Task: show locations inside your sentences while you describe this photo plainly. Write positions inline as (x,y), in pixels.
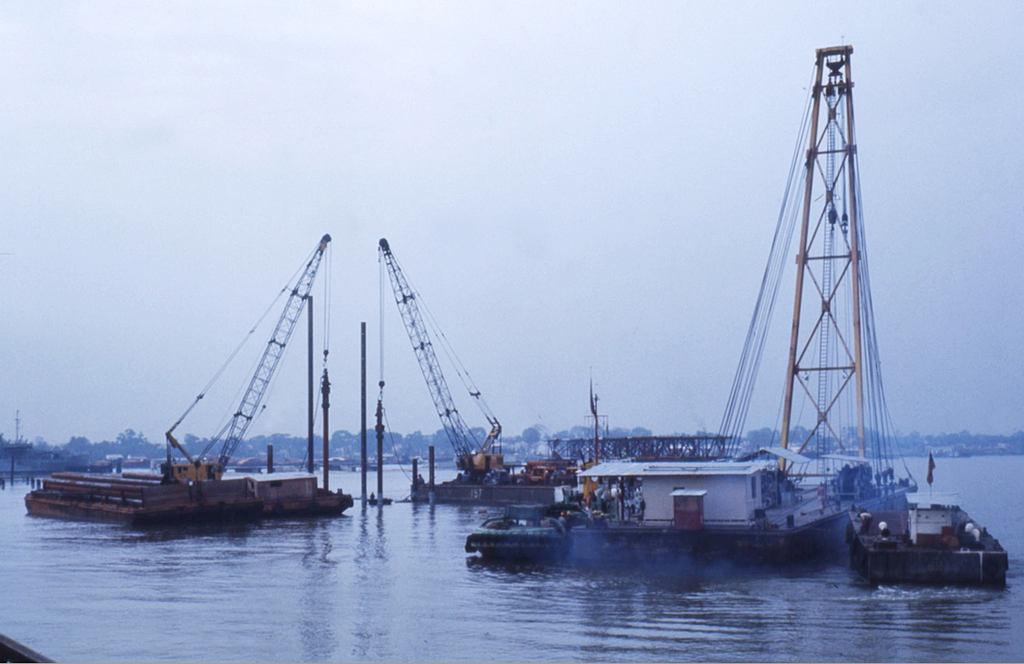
In this image there is a river (886,631), on that river (959,617) there are boats (811,529), on that boats (772,470) there are cranes (785,462), in the background (129,446) there are trees (143,446) and the sky (470,199).
